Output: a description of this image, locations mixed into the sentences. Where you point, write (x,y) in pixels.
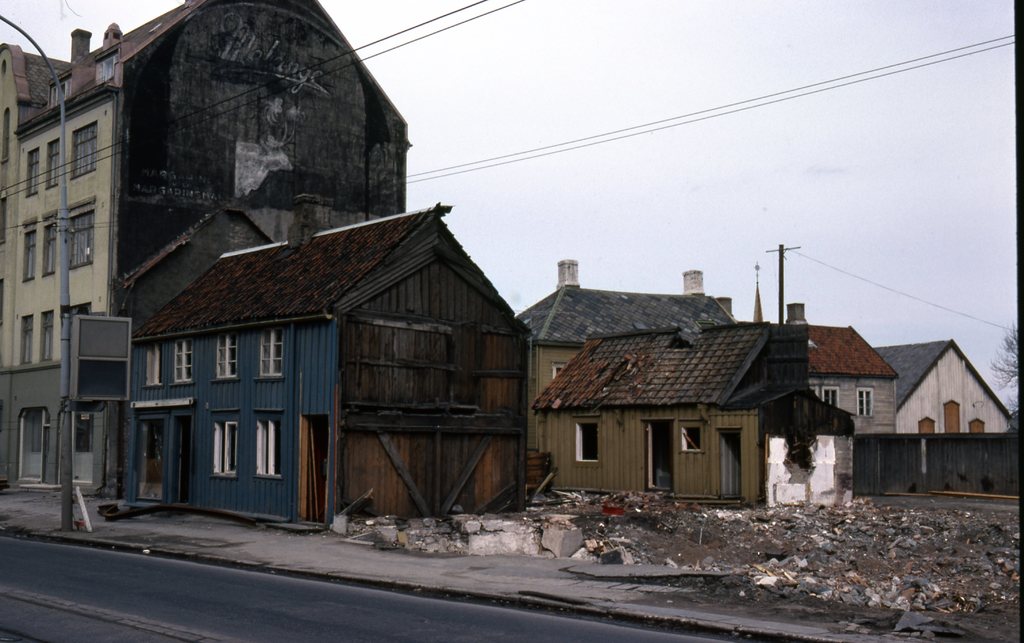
In this image we can see few houses (337,409), doors (87,456), windows (230,447), wires (209,107), poles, also we can see a tree (1004,362), and the sky (729,173).
